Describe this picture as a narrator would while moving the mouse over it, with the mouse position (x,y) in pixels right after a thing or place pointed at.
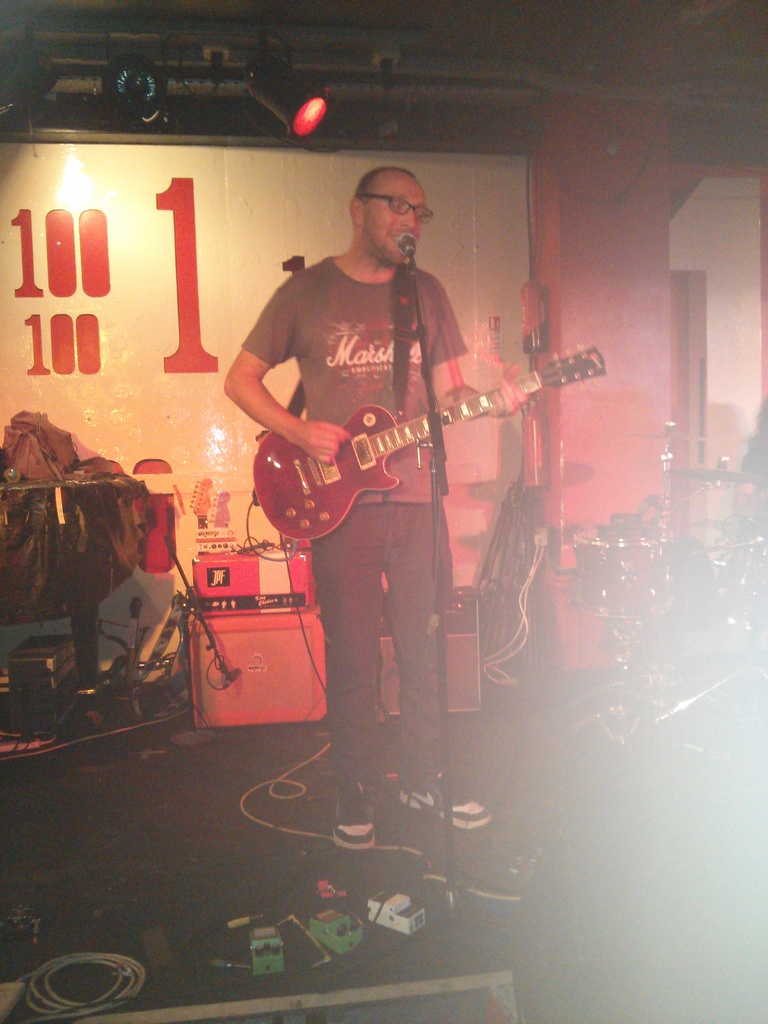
In this image, a person (416,542) is playing a guitar (376,449) in-front of microphone (413,261). He is singing, he wear a glasses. At the bottom (381,924), we can see some items (332,911), wire (386,848), boards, musical instruments (607,580). At the background (600,261), we can see a wall (511,297) and banner (180,286), light (299,124).
